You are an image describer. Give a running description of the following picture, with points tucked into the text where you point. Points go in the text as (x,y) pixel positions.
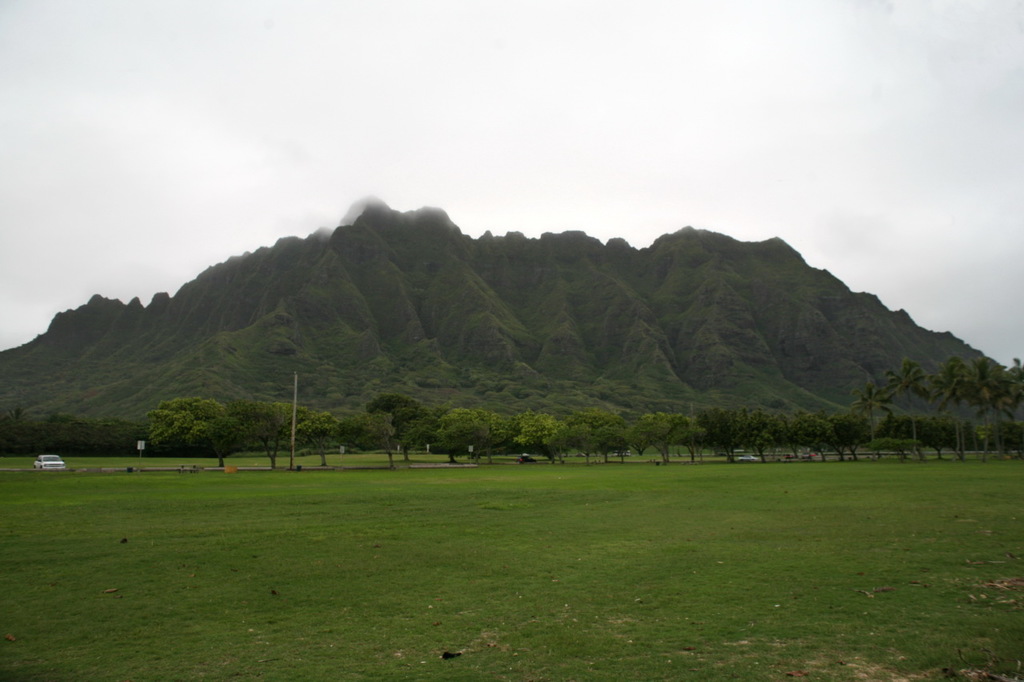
In this image we can see grassland (389,539), trees (594,449), vehicles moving on the road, poles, hills (404,388) and the sky (820,218) in the background (424,187).
